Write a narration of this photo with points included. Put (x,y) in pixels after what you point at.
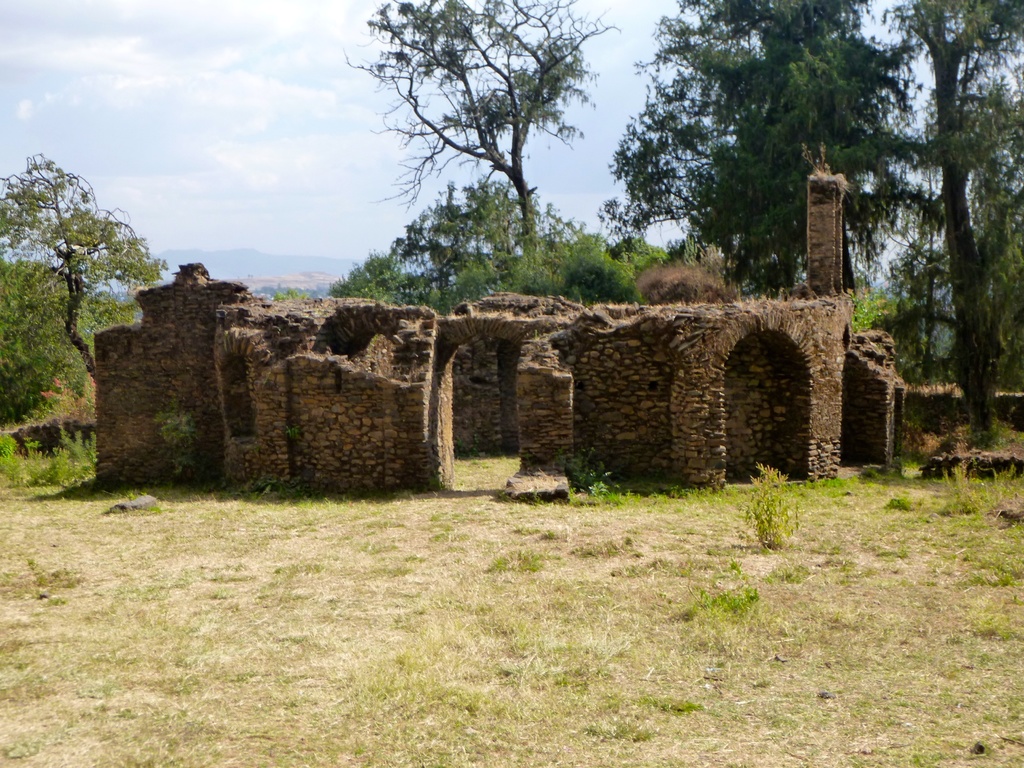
In this image I can see old building (451,374) and I can see the sky (125,89) and tree (880,132) at the top (285,219) and I can see the grass (839,648) at the bottom (839,648).
